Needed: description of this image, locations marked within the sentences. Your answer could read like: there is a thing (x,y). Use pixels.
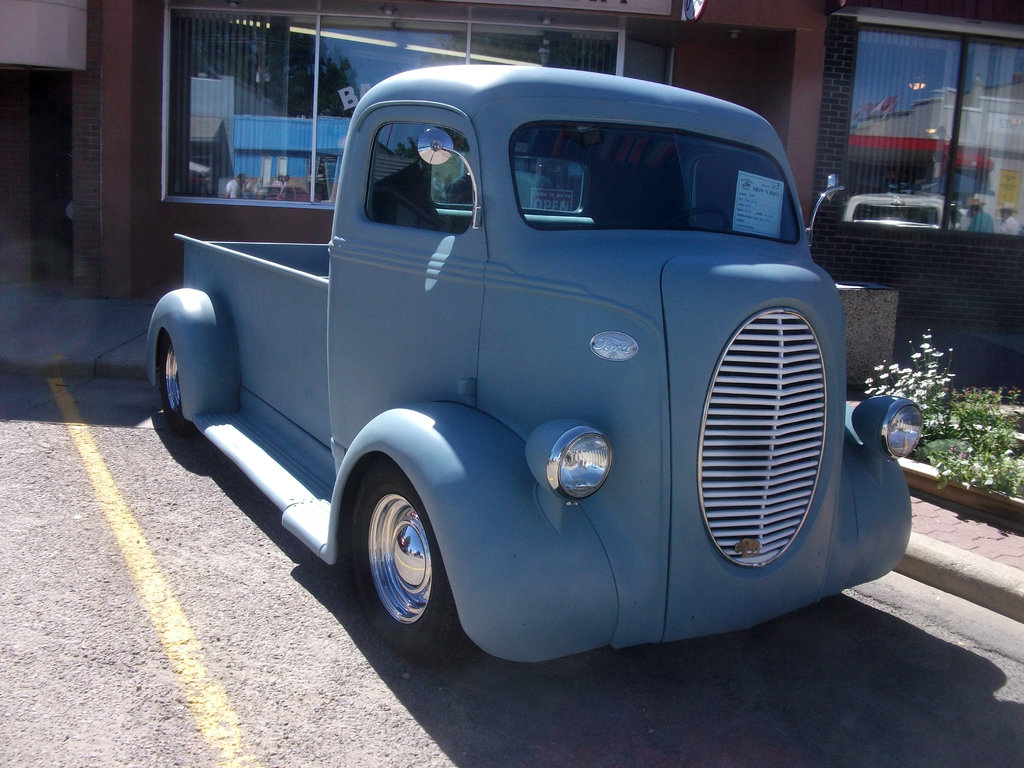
This image consists of a vehicle (312,452) in gray color parked on the road (460,702). At the bottom (339,740), there is a road (306,733). In the background (94,32), we can see a building (50,60). On the right (948,432), there are plants (947,438).
